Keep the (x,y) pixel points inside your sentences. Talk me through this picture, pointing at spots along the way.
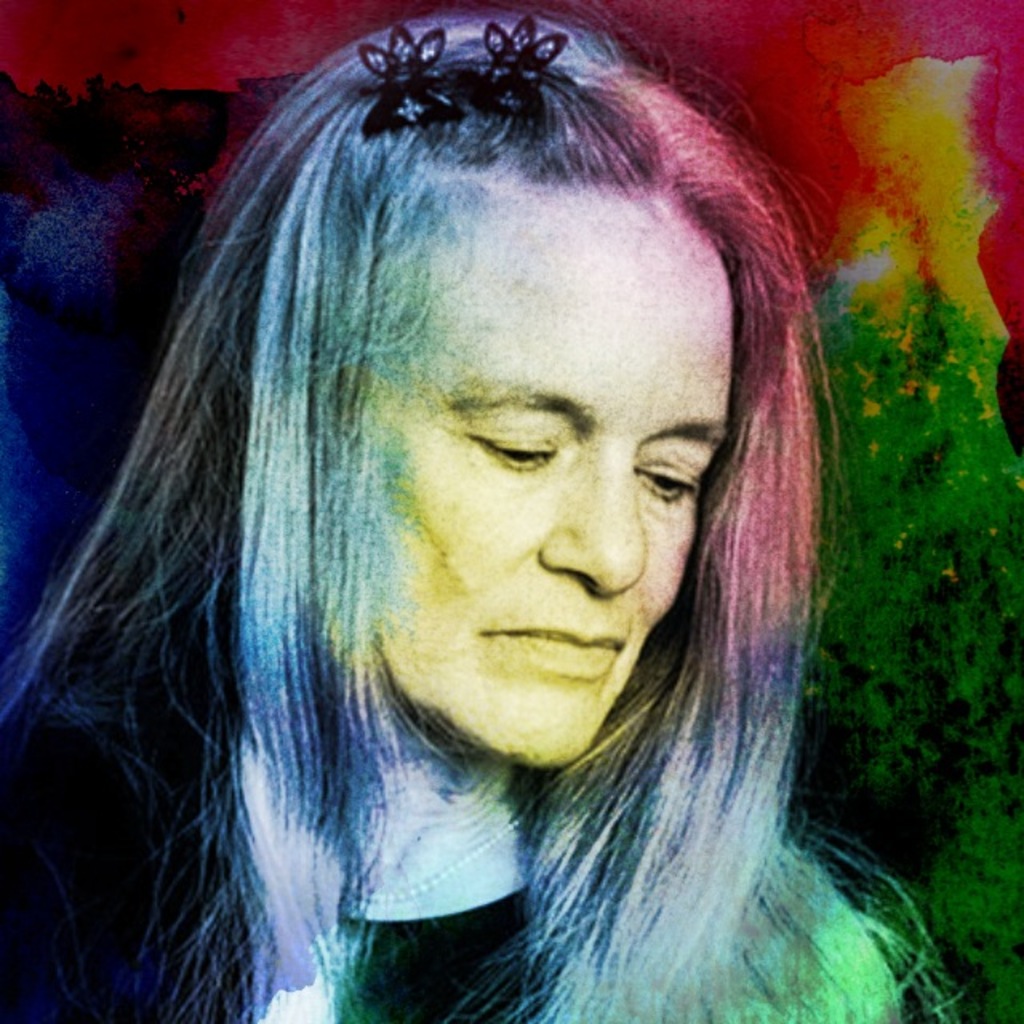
In this image there is an art (366,453). In the art (366,505) we can see there is a person's images (428,757). On the right side (868,554) there are different colors.
